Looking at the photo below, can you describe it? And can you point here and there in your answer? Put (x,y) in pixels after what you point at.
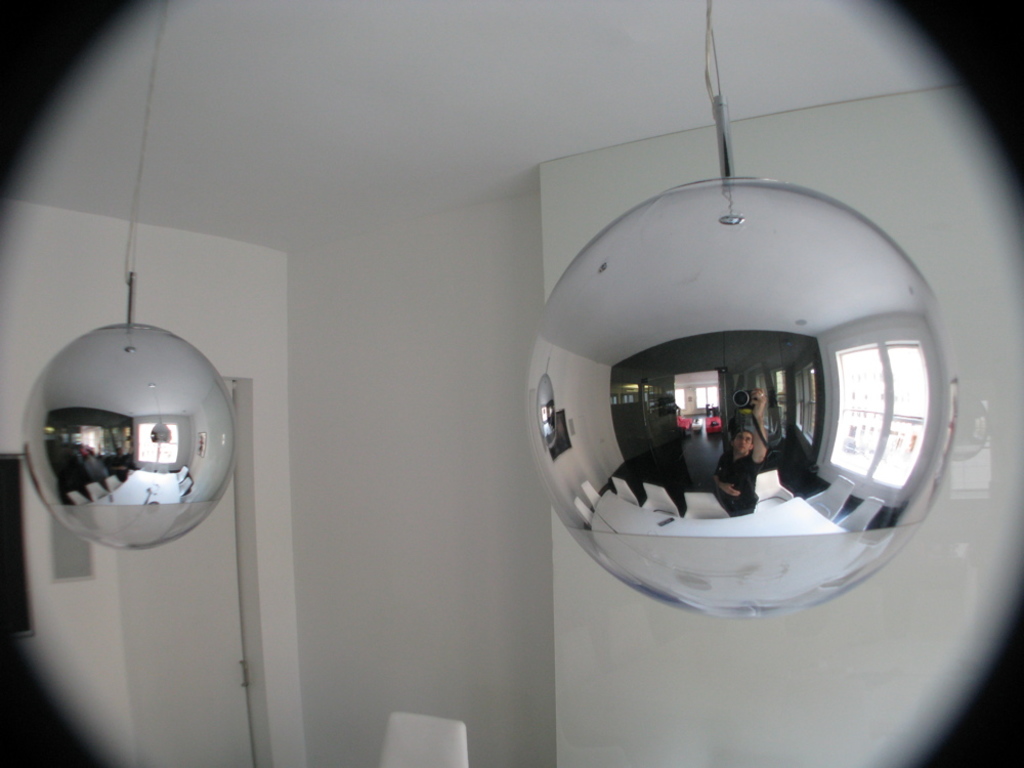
In this image there are two metal pendulums (650,388) which are hanged to the ceiling (461,189). In the pendulum (813,431) we can see the reflections (772,439). In the background (208,638) there is a door (193,588) and a wall (382,533).
